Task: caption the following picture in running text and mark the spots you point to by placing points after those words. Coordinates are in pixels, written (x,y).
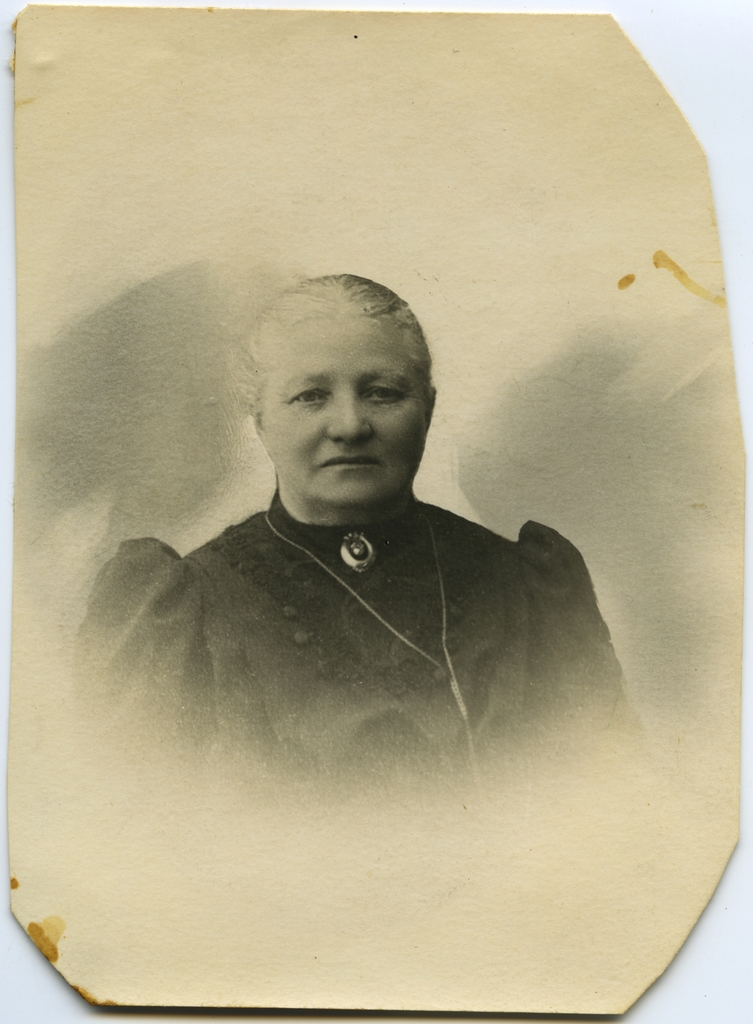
In this picture, it looks like a cardboard sheet (174,848) and on the sheet (191,865) there is an old picture (282,577) of a woman (275,441). The cardboard sheet (38,36) is on the white object (4,913).
